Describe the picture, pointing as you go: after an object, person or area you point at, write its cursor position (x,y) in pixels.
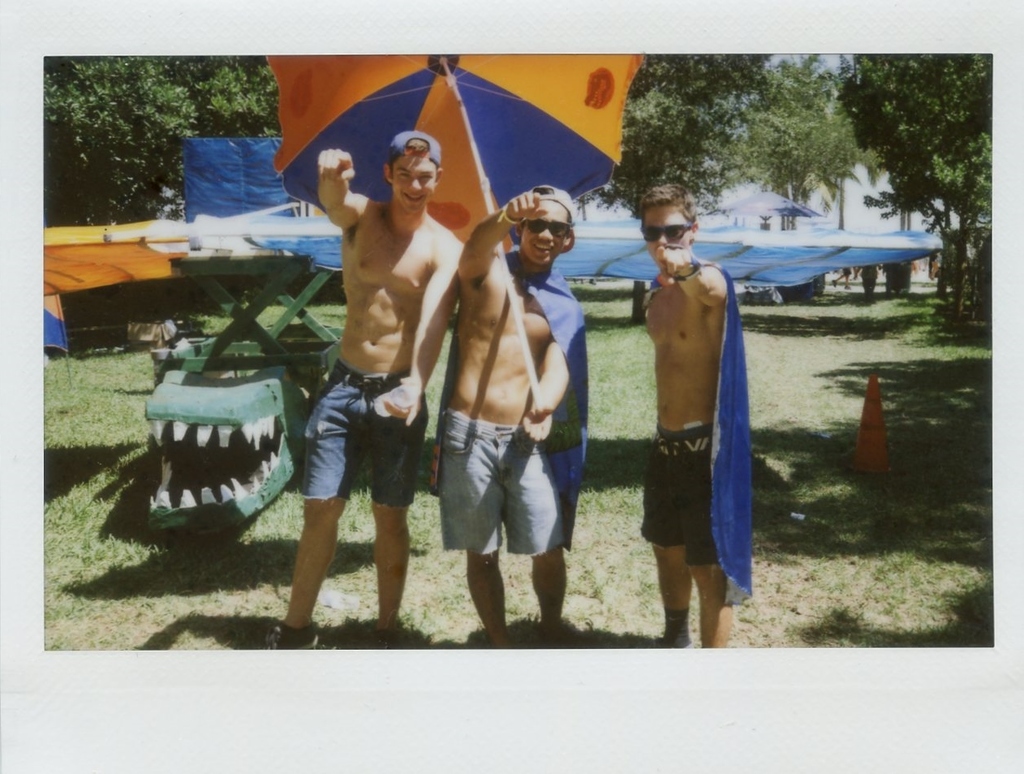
In this picture we can see three men (450,240) standing on the grass (530,562) and a man (557,343) holding an umbrella (420,101) with his hand (540,423) and at the back of them we can see a traffic cone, umbrella (809,211), some objects (272,291) and in the background (632,134) we can see trees (137,148).
